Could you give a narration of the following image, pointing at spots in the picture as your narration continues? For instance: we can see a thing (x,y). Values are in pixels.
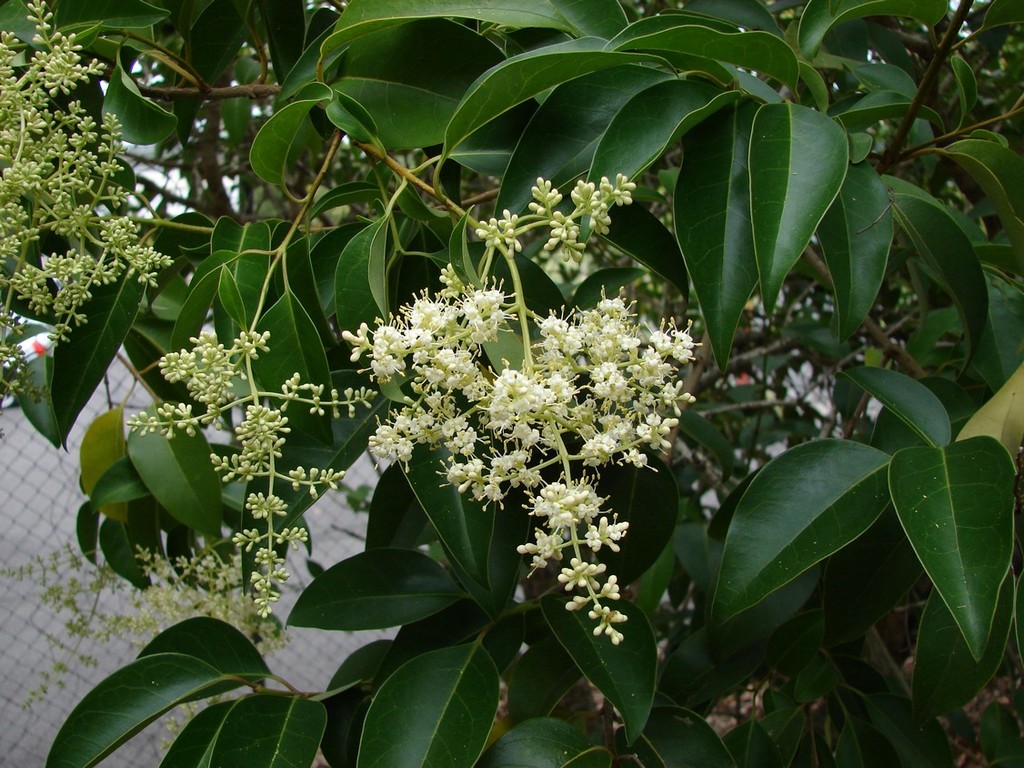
In this image we can see flowers (493,382), buds (330,475), leaves (356,310) and other objects (732,364). In the background of the image (36,525) there is a fence (62,472) and other objects (25,349).
